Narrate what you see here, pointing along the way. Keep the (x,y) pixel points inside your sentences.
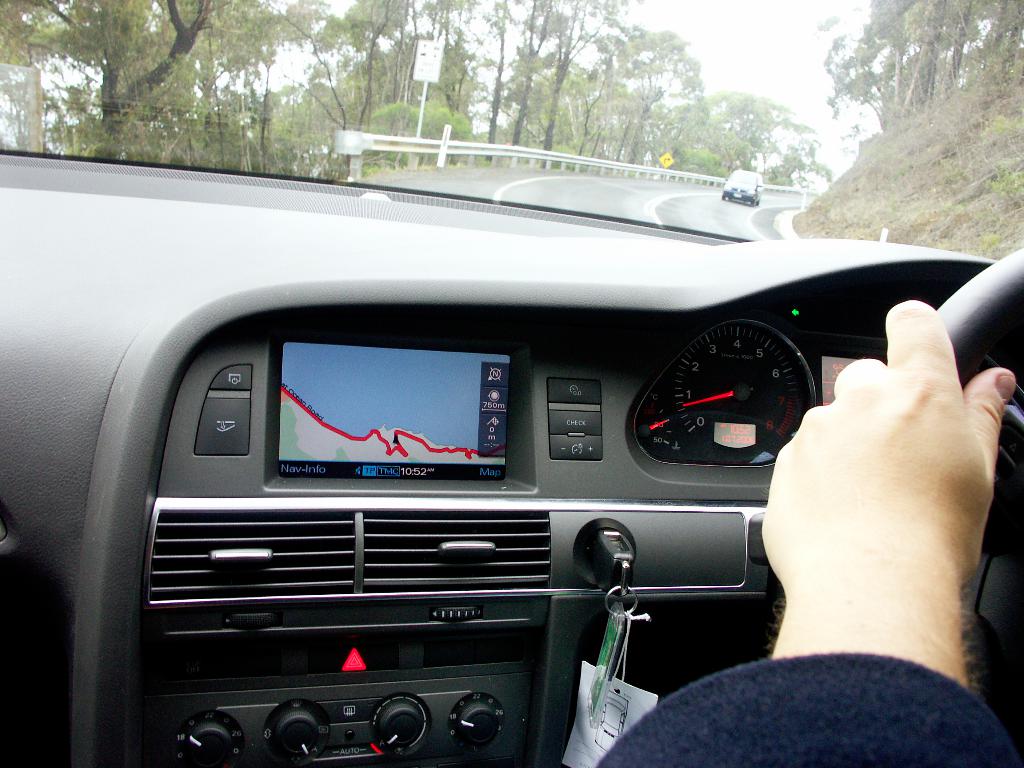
This picture is taken from inside a car (35,213), in this picture there is a dashboard (157,378) of a car (150,389) is visible, through the glass (494,153) there is a road (470,180), on that there is a car (751,190), trees (647,62), mountain (867,161) are visible.
